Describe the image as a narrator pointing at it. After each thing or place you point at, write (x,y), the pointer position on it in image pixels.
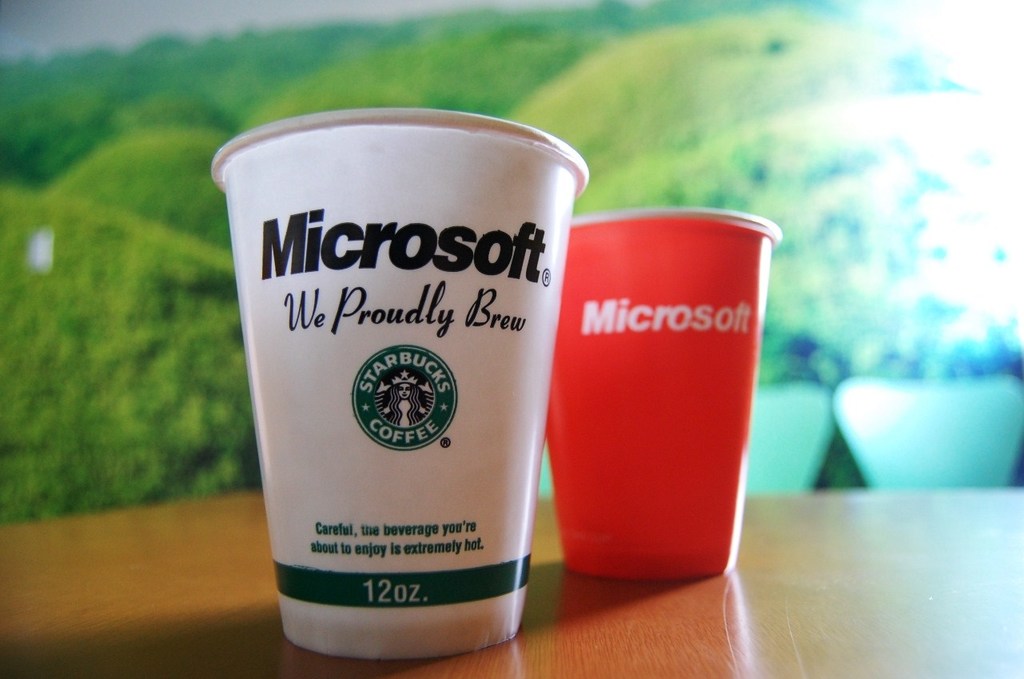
There are two cups (531,484) present on the surface (131,535) which is at the bottom of this image (556,529). It seems like photo picture (132,332) of the plants (650,171) in the background (208,231).
